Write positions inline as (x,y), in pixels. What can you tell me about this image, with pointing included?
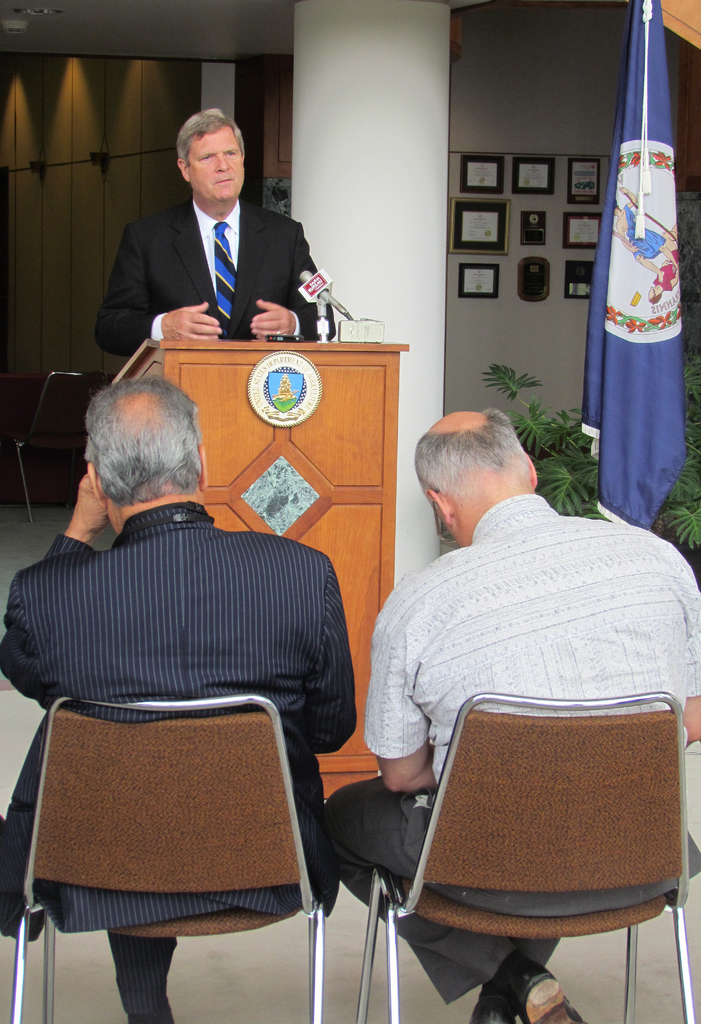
In this image I can see two men (288,689) are sitting in the front (339,621). In the background (651,195) I can see a flag (602,326), a podium (343,365), and mic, a plant (696,408), a chair (80,398) on the left side (56,370) and in the centre of this image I can see a man (194,190) is standing. In the background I can see number of frames (491,250) on the wall (506,308).
